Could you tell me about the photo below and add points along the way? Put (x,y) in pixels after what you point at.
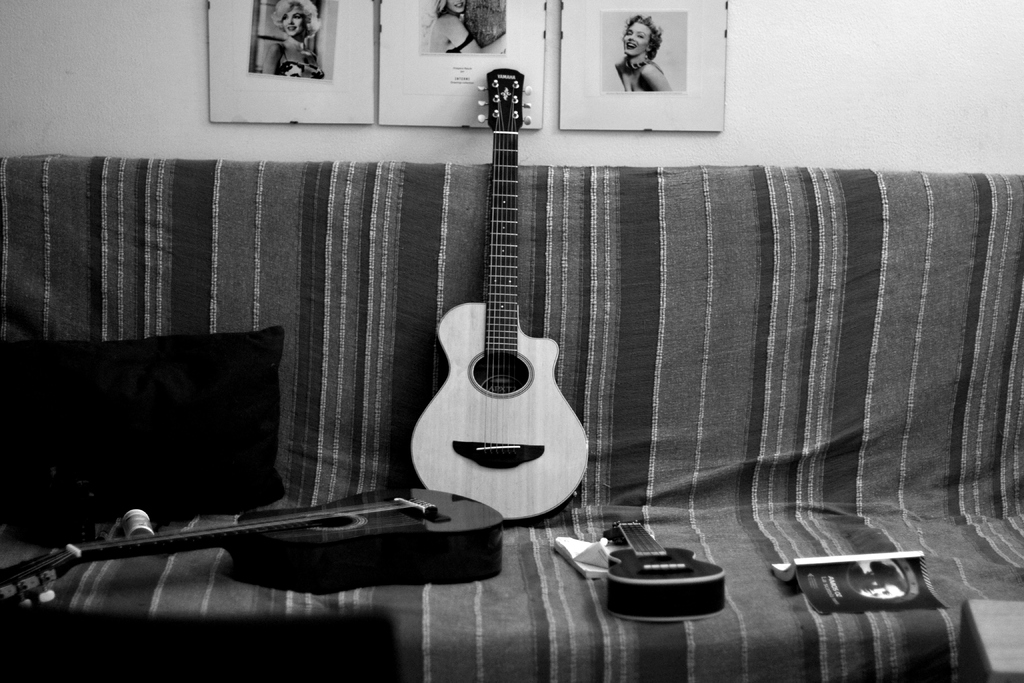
In this image i can see few guitars (443,527) on the couch (668,540). I can also see a book (797,571) and a pillow (236,426) on the couch (587,367). In the background (880,100) i can see a wall (795,87) and few photos (442,64) attached to it.
